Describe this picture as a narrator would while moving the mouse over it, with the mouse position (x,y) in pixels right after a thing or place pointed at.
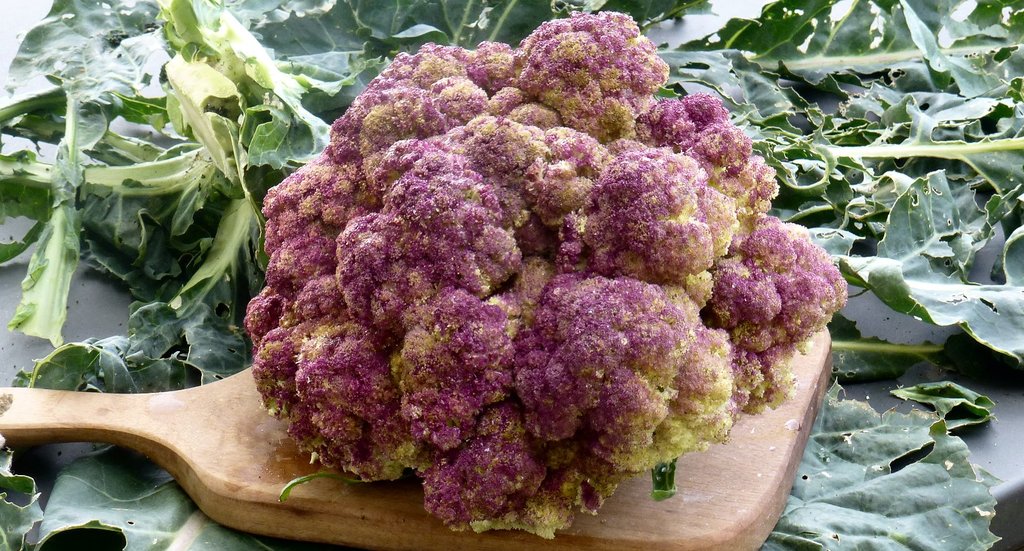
In this picture there are leaves (984,311). In the foreground (741,535) it looks like a cauliflower (536,358) on the wooden object (226,477).
